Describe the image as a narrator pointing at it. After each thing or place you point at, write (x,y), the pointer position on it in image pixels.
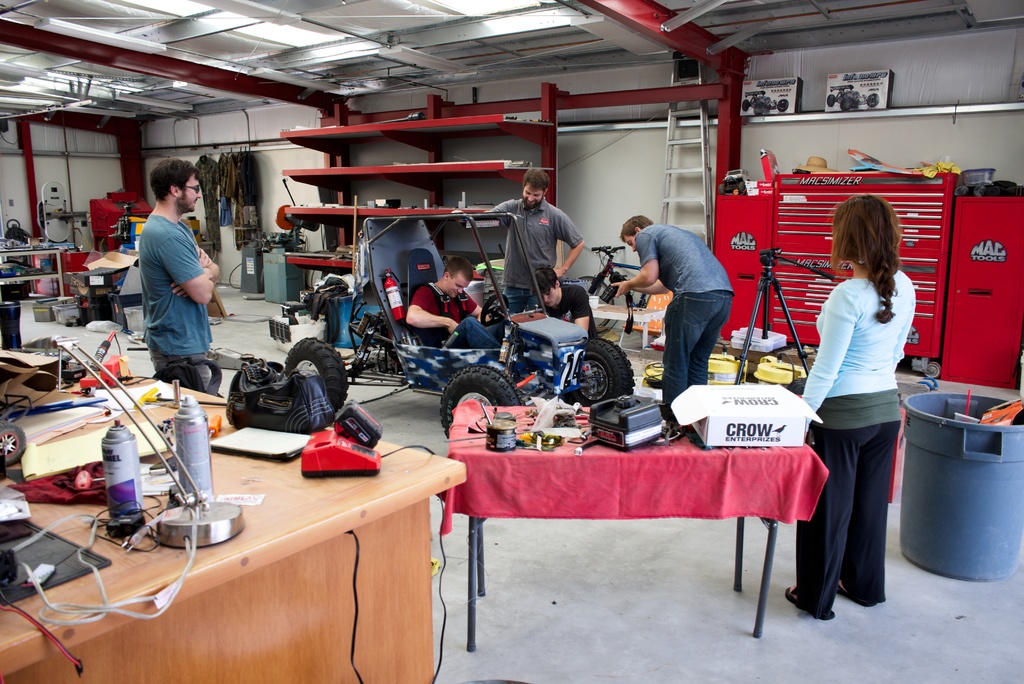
In this picture there is a man (465,326) sitting in a vehicle (513,324). There is a fire extinguisher (395,311). There is a box (756,408), bottle (497,429), charger (365,445), bag (316,412), wire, maroon cloth (69,487) on the table (236,493). There is a woman (875,301) standing. There is a drum (965,473). There are three men (665,280) standing. There is a rack (440,126) and few objects (483,160) in it. There is a light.
